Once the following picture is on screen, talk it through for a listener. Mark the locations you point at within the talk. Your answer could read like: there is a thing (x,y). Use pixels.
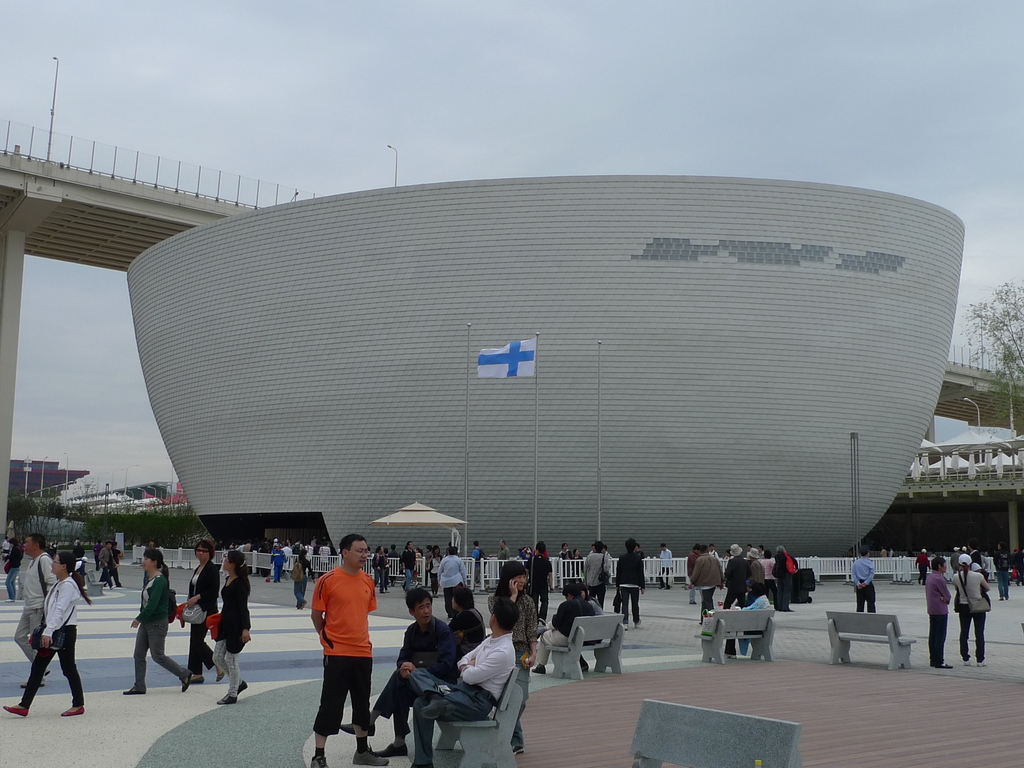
At the bottom of the image (212,573) there are many people (358,669) standing. There are benches (885,628) and on the benches (504,745) there are few people (494,658) sitting. Also there are poles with a flag (511,378). Behind them there is a pavilion (372,344) with fencing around it. Behind the pavilion (225,502) there is a flyover (56,187) and on the right side of the image (948,475) there is a bridge (973,480) with few tents (997,441). There are trees (1005,365) in the background (1005,346). At the top of the image (317,42) there is a sky (619,42).
